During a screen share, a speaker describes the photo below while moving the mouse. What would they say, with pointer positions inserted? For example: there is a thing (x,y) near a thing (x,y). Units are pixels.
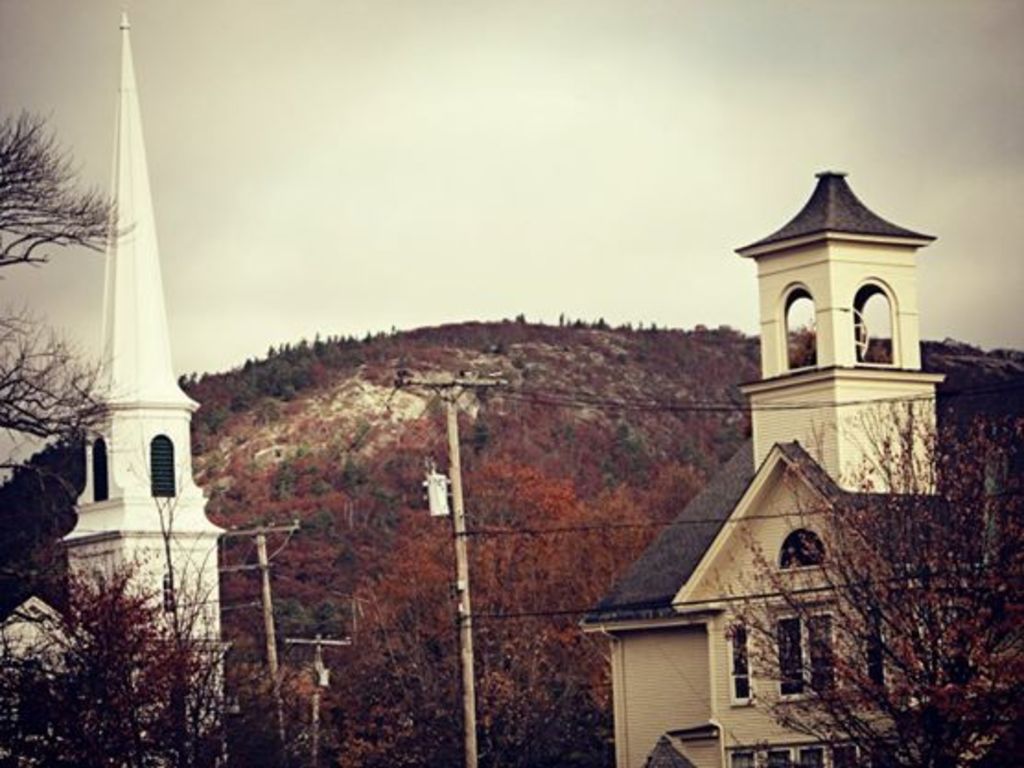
In this image we can see buildings (774,549), hills (684,504), electric poles (459,509), electric cables (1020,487), trees (953,615) and sky (32,2).
